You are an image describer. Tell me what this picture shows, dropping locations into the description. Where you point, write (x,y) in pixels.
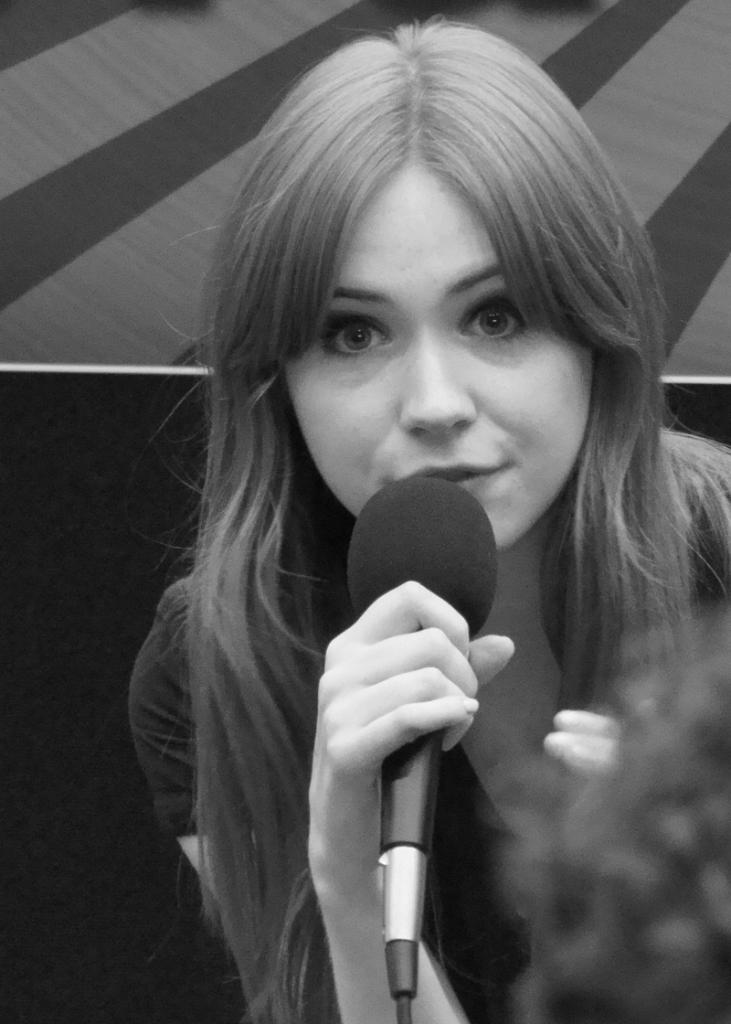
In this image there is one woman (436,618) who is holding a mike (427,757) it seems that she is talking, on the background (71,128) there is a wall (125,228).
